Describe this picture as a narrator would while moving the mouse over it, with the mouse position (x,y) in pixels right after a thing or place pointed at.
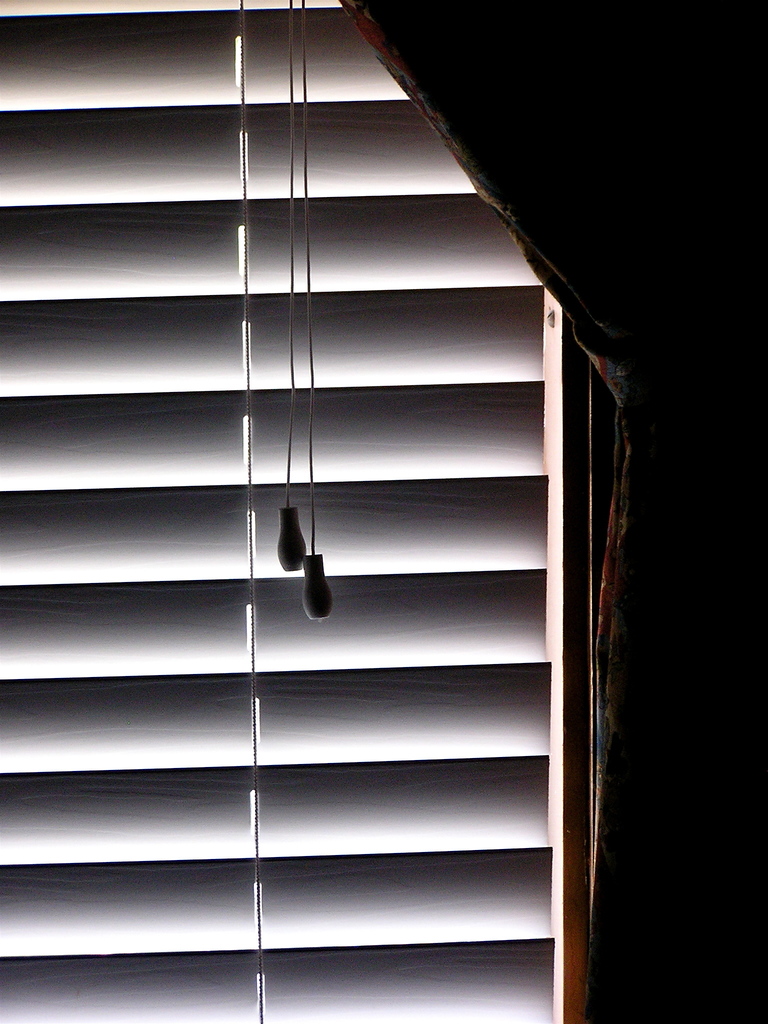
On the right side (610,115) we can see a curtain (682,750) and this is a window door (249,575) and there are two threads (291,289) with objects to them at the end.
